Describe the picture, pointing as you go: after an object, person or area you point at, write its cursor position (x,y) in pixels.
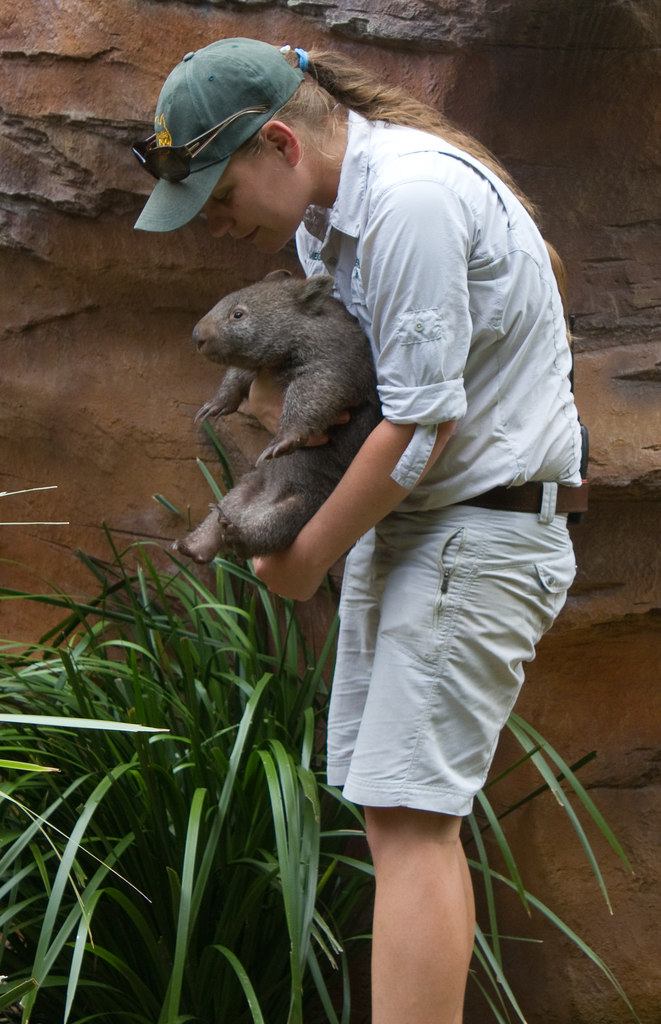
In the middle of the image (323,445) a woman (228,120) is standing and holding a animal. Beside her there is a plant (200,585) and wall (332,34).
